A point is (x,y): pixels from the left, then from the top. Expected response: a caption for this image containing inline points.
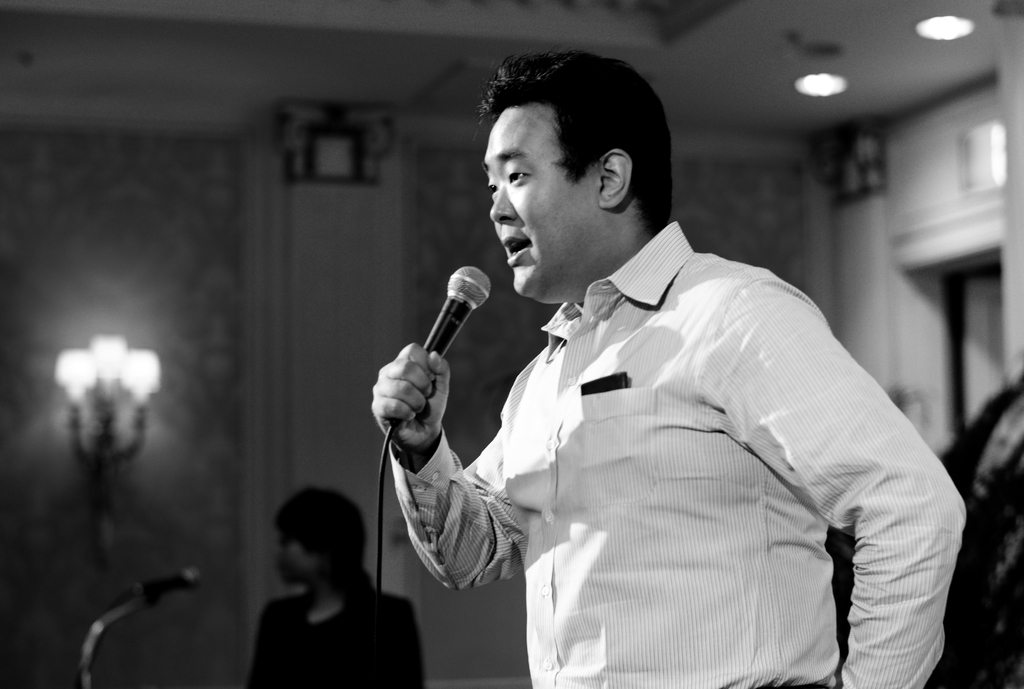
This person (655,438) standing and holding microphone (479,289). On the background (478,187) we can see wall (201,341), lights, person (296,505). On the top (947,20) we can see lights (947,36).
